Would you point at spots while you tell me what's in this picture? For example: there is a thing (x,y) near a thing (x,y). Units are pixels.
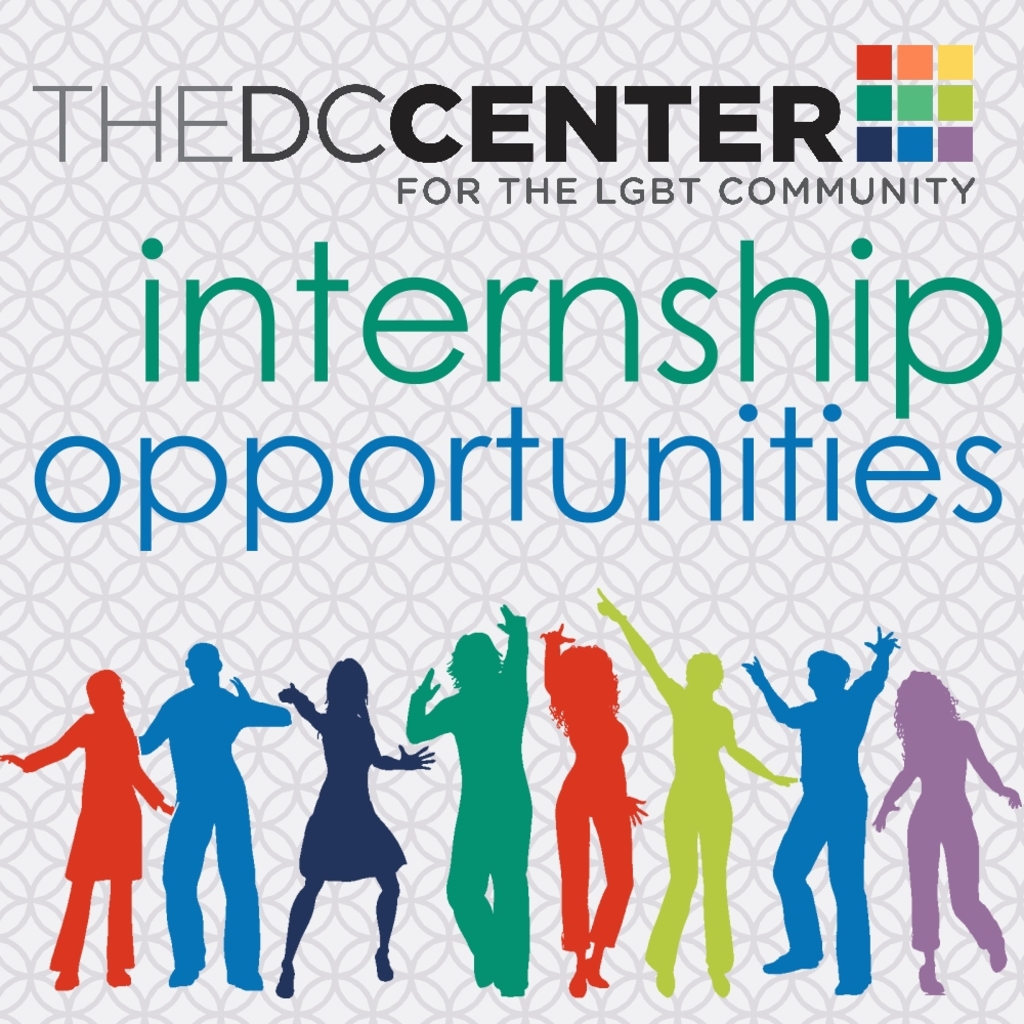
This is a poster (942,125). Few people (936,860) in this poster (946,208) are representing LGBT community.
